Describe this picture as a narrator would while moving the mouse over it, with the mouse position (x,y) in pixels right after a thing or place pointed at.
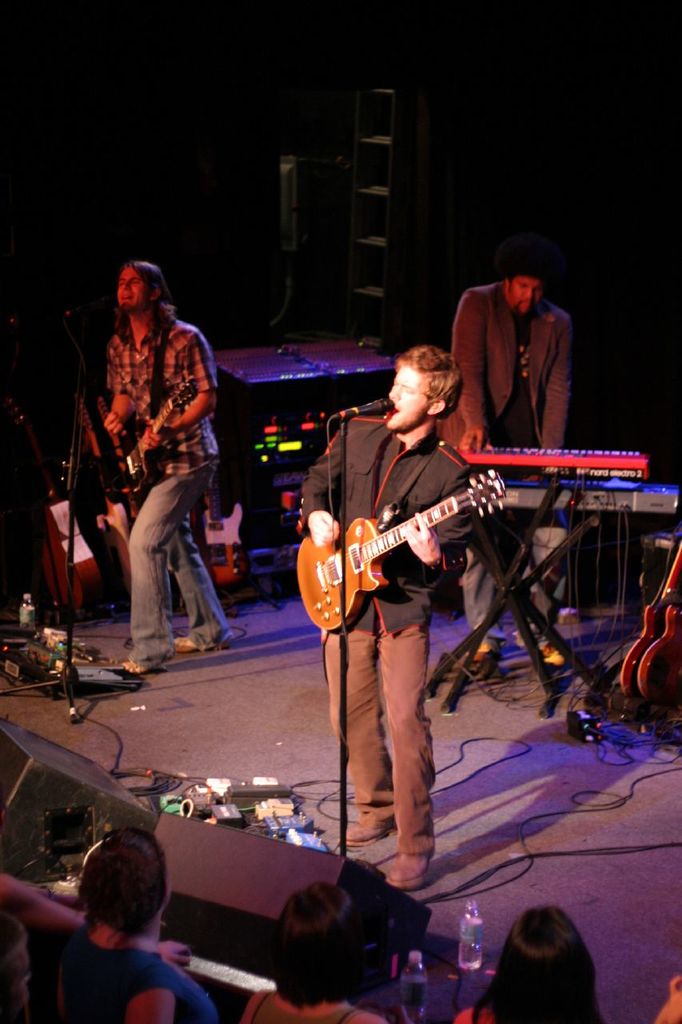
This is the picture taken on a stage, there are group of people (403,488) performing the music instruments (505,460) in front of this people (394,410) there are microphones (381,410) with stands (344,702). Background of this people (432,439) there are some music systems (287,453) and a wall (529,172).
